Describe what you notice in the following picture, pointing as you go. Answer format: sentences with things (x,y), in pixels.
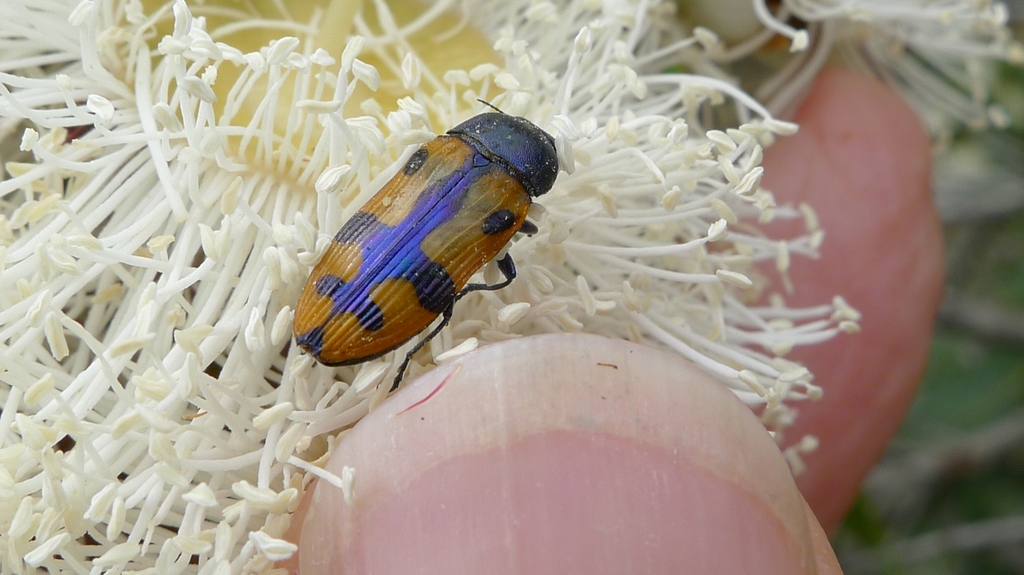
In this image I can see a yellow and black colour insect (455,220). I can also see white colour things (709,242) and here I can see nail (653,503) of a person (822,245).
